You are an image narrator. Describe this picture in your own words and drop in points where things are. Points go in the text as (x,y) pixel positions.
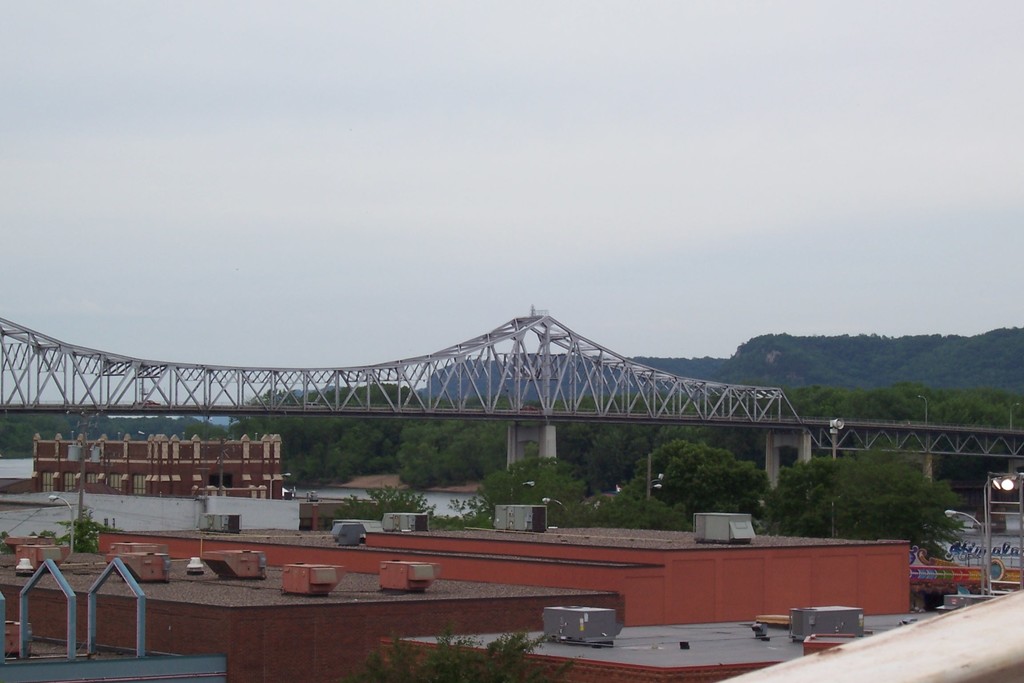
We can see objects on roof tops (652,662), rods (93,598) and tree (920,487). We can see bridge (981,449) and lights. In the background (190,491) we can see buildings (260,508), trees (488,457), lights (1005,491) on poles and sky (370,218).
